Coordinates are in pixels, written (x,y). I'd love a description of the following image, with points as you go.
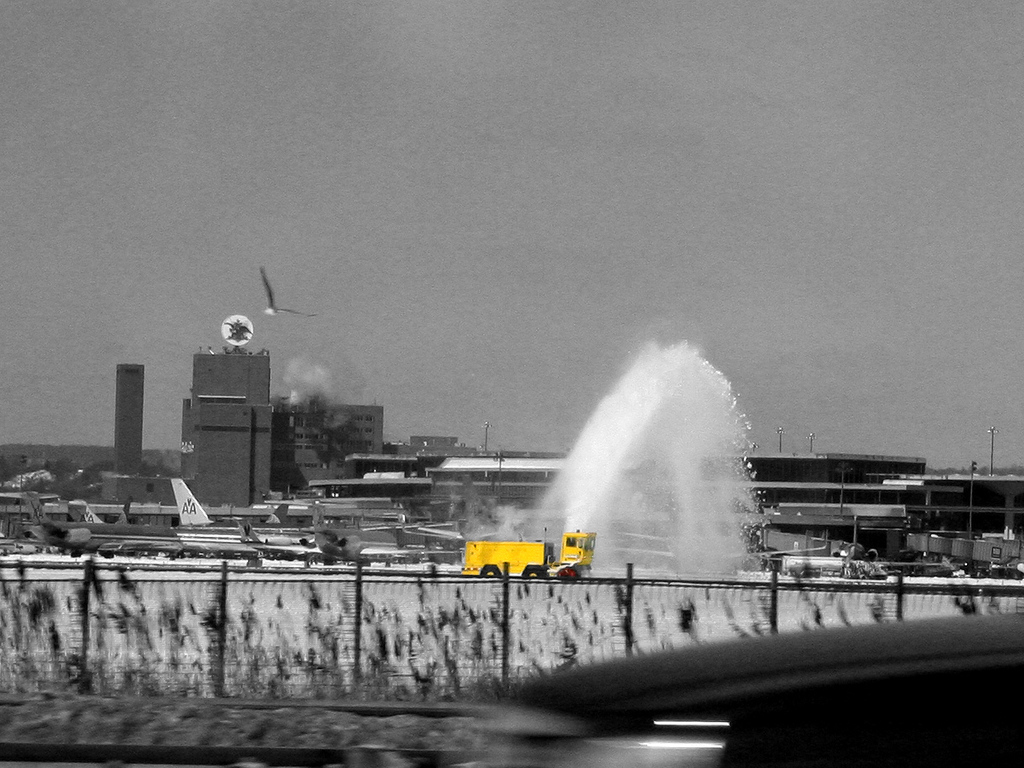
In this image there is a fencing (900,597), behind the fencing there are airplanes (397,546), vehicle (470,558), snow (590,523) and buildings (434,476).
